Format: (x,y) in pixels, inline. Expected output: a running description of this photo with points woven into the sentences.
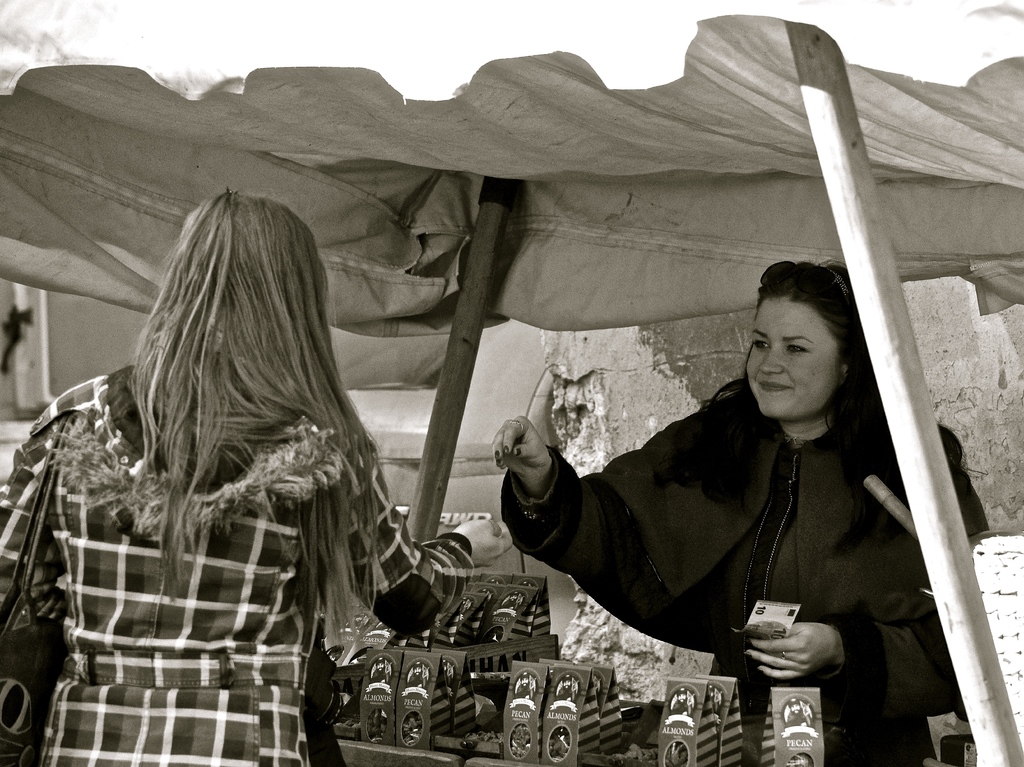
This is a black and white image. In this image, on the right side (907,629), we can see a woman (888,519) standing under the umbrella (820,261) and she is also standing in front of the table (442,765), on that table (451,754), we can see some boxes (451,658). On the left side (337,519), we can also see another woman (299,583) standing in front of the stall (615,731). In the background (606,407), we can also see some rocks (983,372).
